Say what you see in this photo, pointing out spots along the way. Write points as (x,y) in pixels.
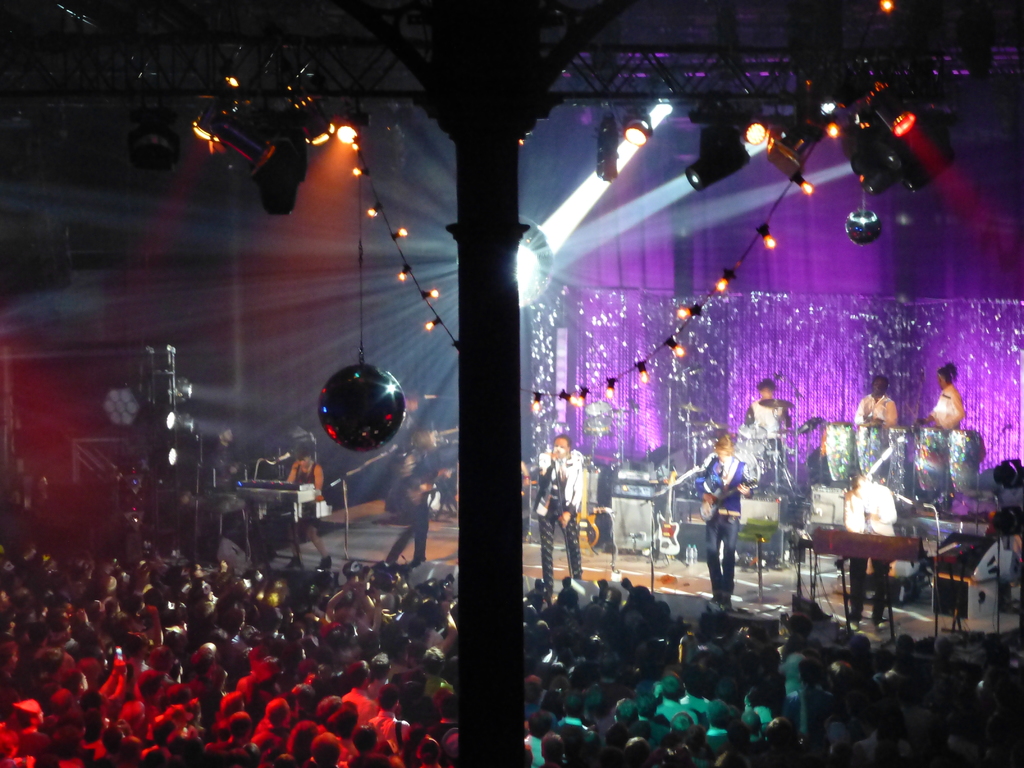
In this image, we can see some people (452,673) standing there is a stage (733,596), we can see some people (722,519) performing on the stage (444,528), we can see some musical instruments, at the top (769,153) we can see some lights (783,155).
